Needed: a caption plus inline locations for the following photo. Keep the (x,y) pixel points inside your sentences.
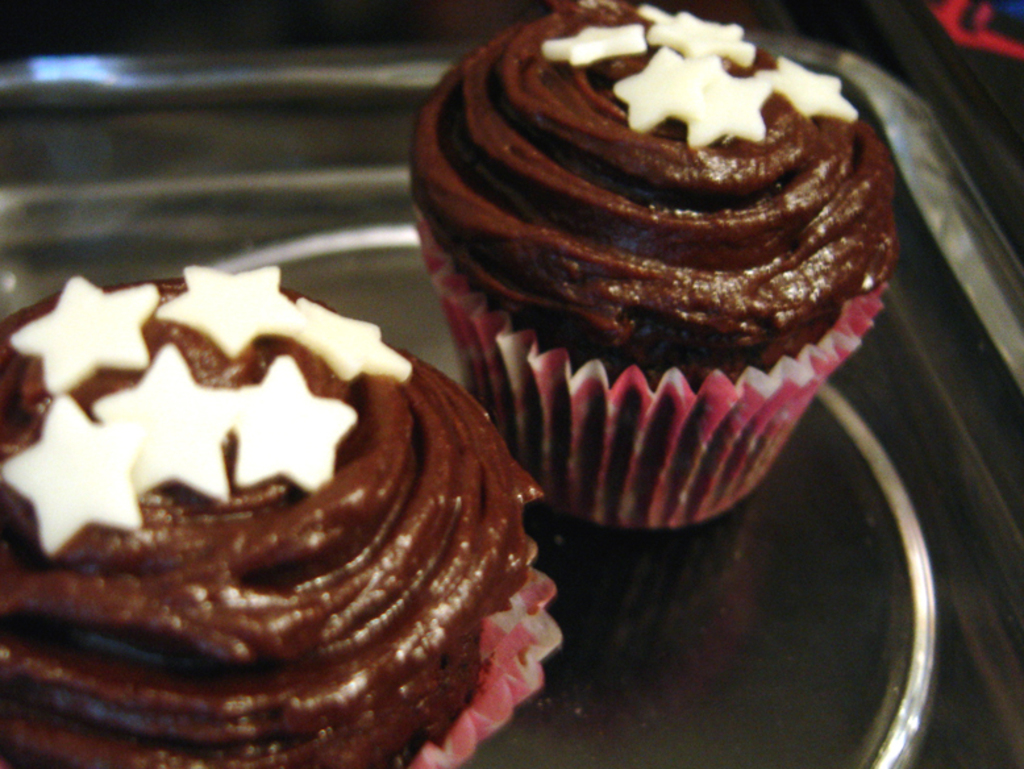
In this image I can see two cupcakes (357,405) are placed on a tray (851,570). On the cupcakes (474,468), I can see brown color cream (746,304).
